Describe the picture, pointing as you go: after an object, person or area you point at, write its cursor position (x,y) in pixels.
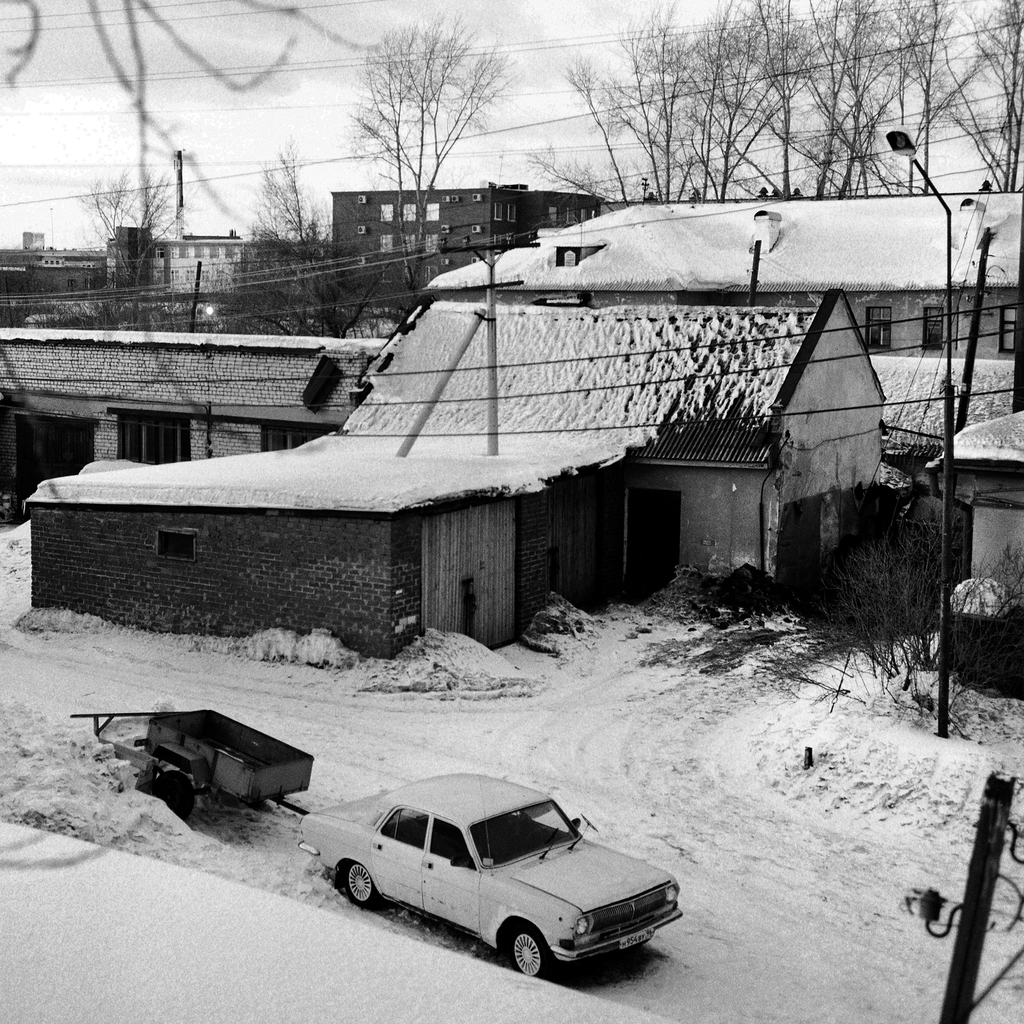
This is a black and white image. In this image we can see ground (439,662) covered with snow (710,721), motor vehicle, car (430,829), buildings (671,539), street poles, street lights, electric poles (491,310), electric cables (262,272), trees (343,331), plants (852,565) and sky (187,118).
